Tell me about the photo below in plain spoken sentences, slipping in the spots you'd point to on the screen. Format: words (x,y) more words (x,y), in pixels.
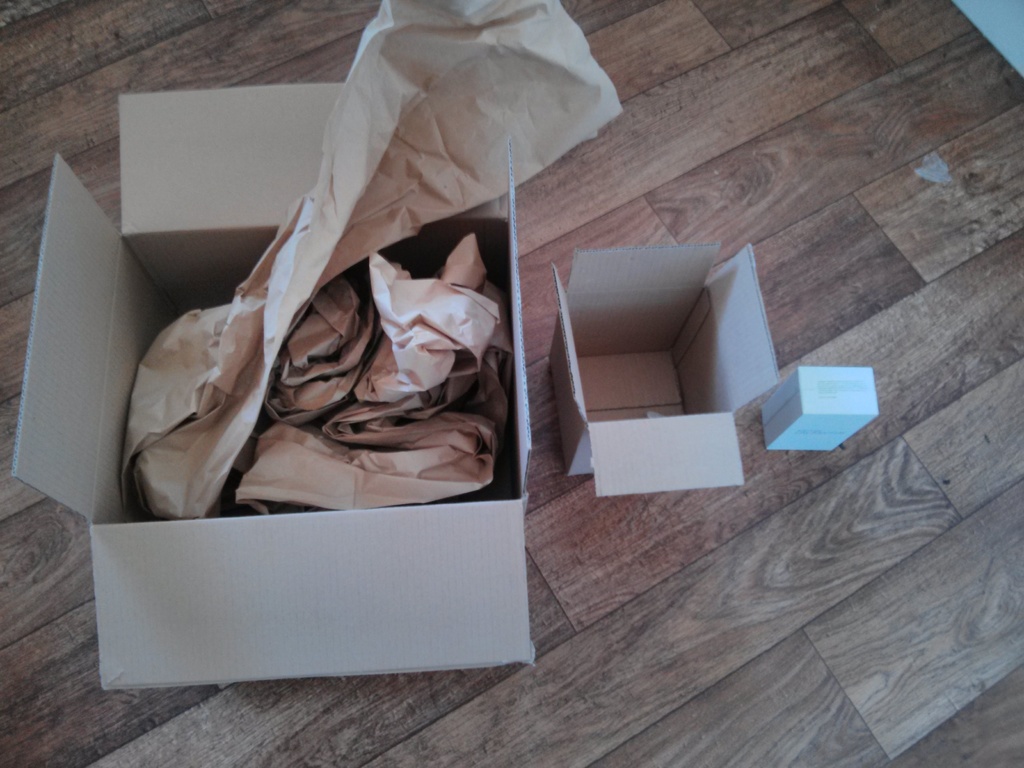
In the image we can see there are three boxes (687,442). This is a wooden surface (718,652) and there is a paper (316,352) in the box (288,438).
